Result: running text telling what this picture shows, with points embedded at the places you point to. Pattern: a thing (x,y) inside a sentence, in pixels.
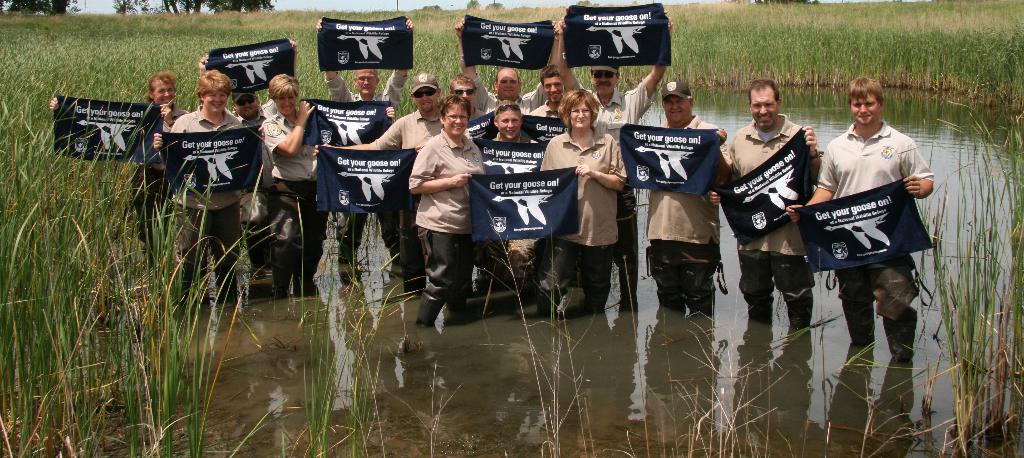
In this image there are people (551,166) standing in the water (345,371). They are holding the banners (397,188) which are having some text (560,180). There is grass (34,234) on the land (725,45) having trees (59,3). Top of the image (346,4) there is sky (359,9).
